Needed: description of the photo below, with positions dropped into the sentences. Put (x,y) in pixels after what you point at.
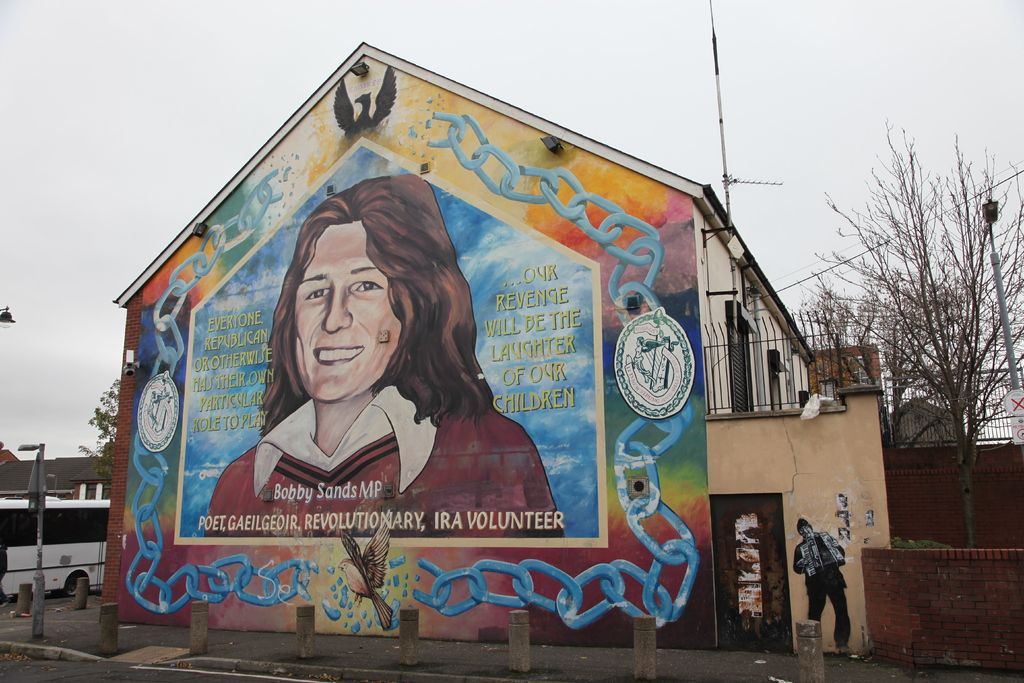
In the background (768,121) we can see the sky (117,74), trees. In this picture we can see a house (186,237), vehicle (87,544), rooftop (25,465), poles (85,594), lights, boards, railings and objects (23,597). We can see painting (604,511) on the walls (134,614).
